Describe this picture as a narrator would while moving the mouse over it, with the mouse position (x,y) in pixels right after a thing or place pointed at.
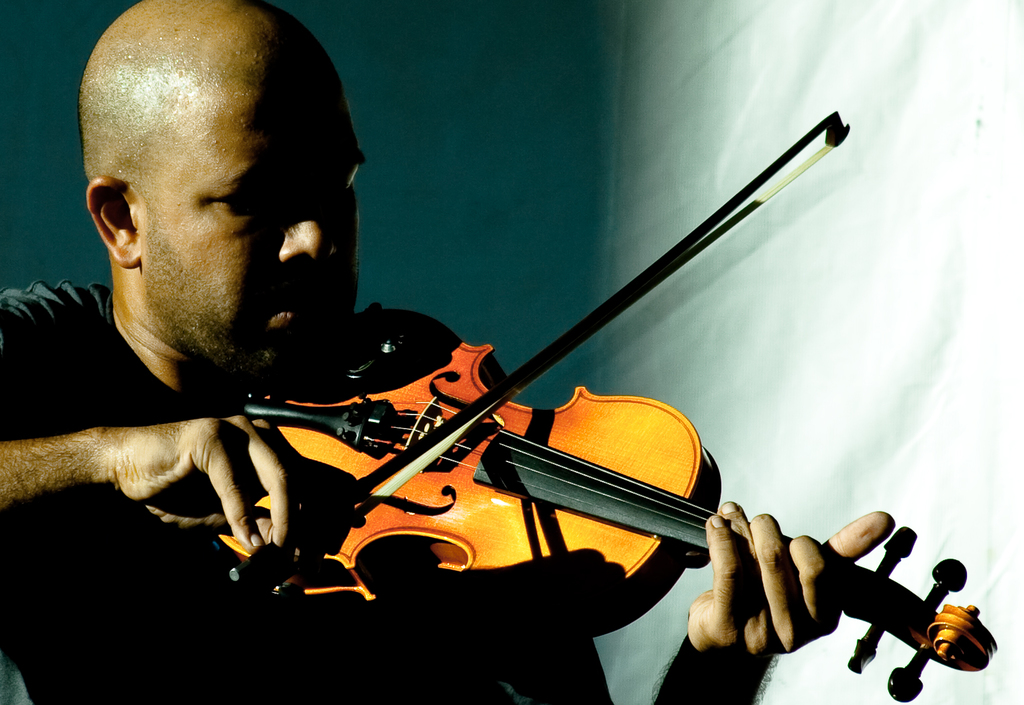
This is the picture of a man (141,478) in black t shirt (10,325) was playing violin (426,476). The violin (537,523) is made with wood (553,518). Behind the man (315,347) there is a wall (786,298).
